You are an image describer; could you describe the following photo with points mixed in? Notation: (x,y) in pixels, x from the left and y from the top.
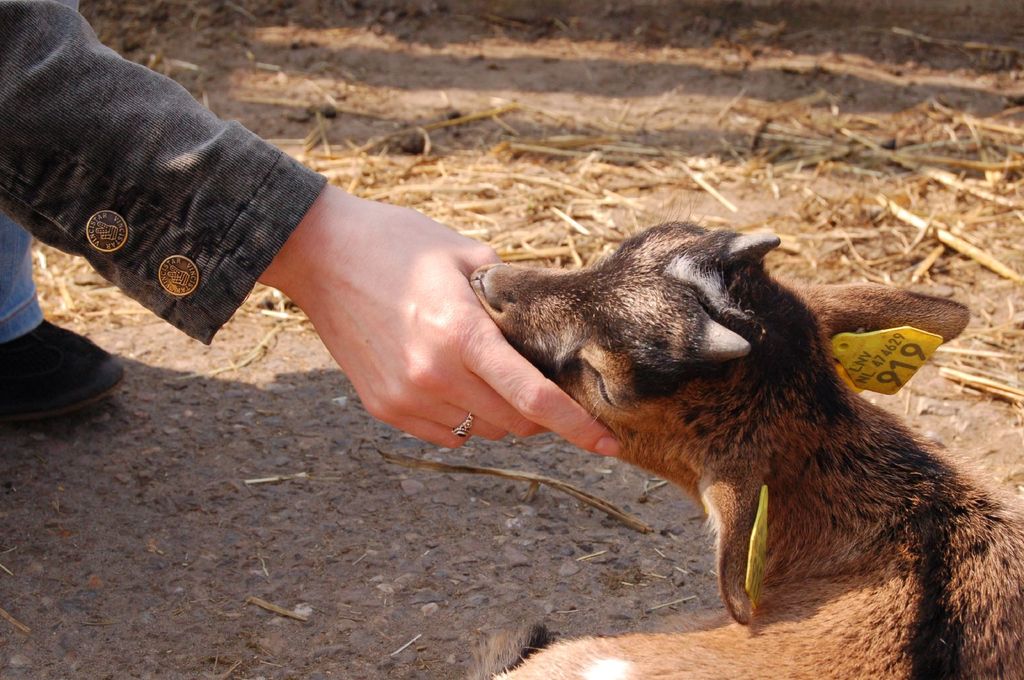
In this picture we can see a person (190,165) on the left side (283,223), on the right side (919,498) there is an animal (835,554), we can see some grass (716,152) in the background (856,147).
